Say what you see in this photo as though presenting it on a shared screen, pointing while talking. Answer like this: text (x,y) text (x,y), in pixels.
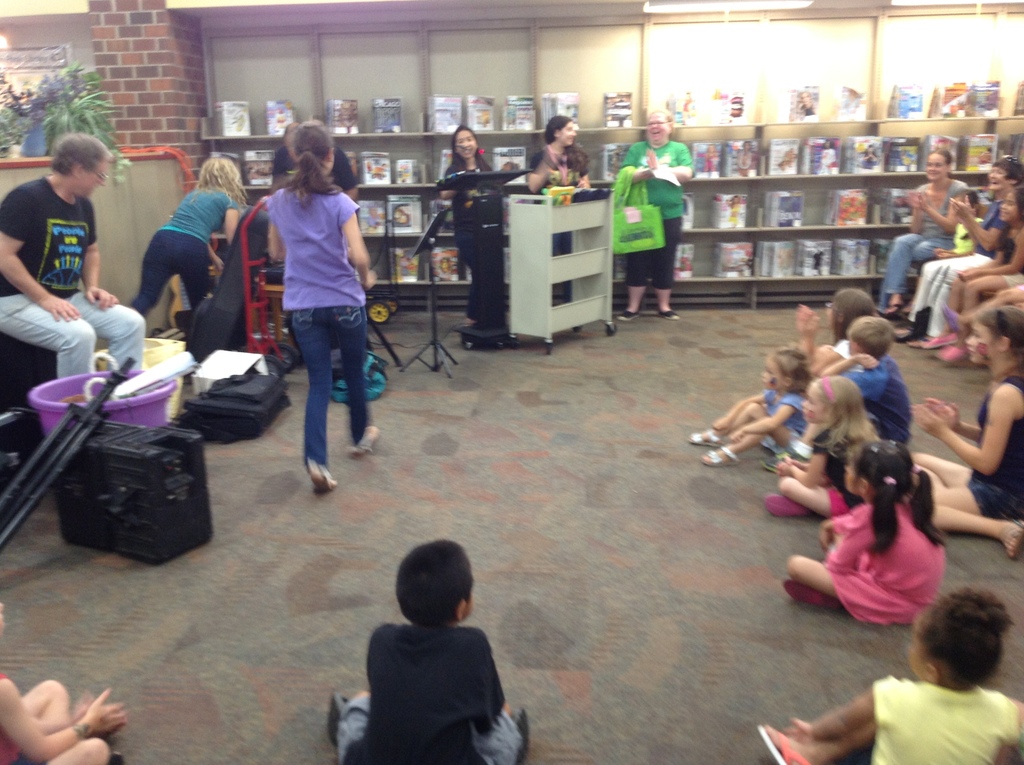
On the right side of the image (937,331) we can see a few people (946,263) are sitting on the chairs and few people (849,557) are sitting on the floor (979,578). On the left side of the image (25,256), we can see one person (32,329) sitting and few people (309,160) are standing. And we can see stands (459,178), bags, one table (562,255), one bucket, one hand truck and a few other objects (278,278). In the background (422,175) there is a wall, plants (67,92), racks (913,65), books (399,204) etc.
